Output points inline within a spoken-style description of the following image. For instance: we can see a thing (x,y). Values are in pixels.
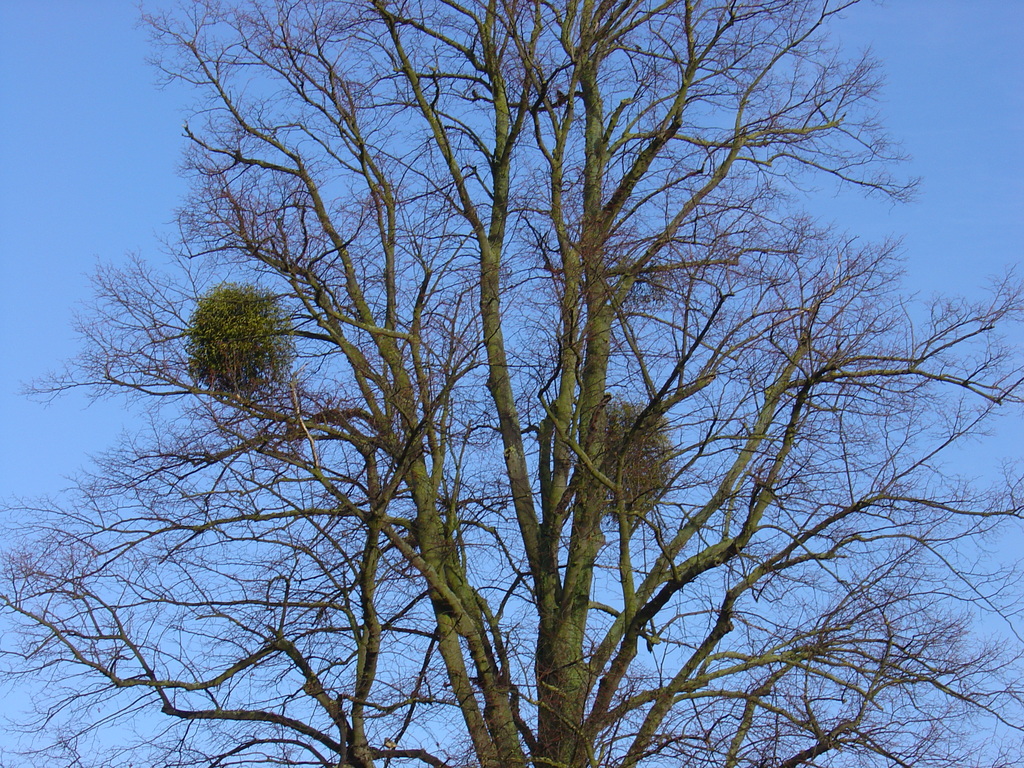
In this image we can see a dried tree (647,513) and sky (498,559).
